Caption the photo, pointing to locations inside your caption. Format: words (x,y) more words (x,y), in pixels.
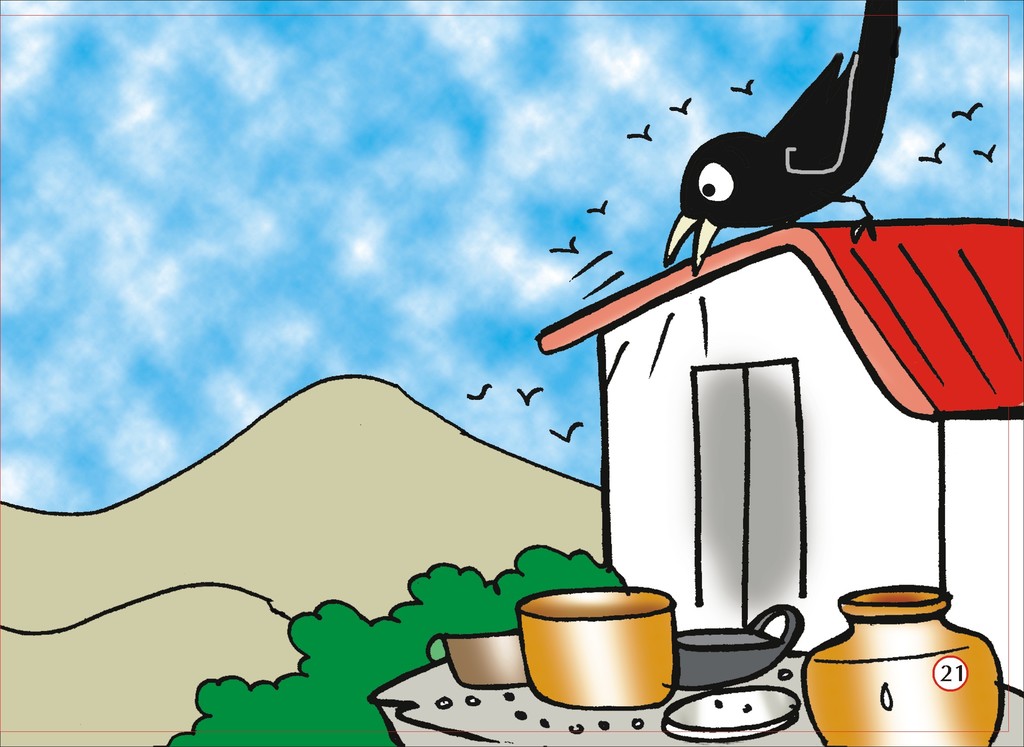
In this image I can see drawings of birds (731,162), house (704,382), plants (408,629), mountains (299,408), cloudy sky (319,321) and objects (794,619).
